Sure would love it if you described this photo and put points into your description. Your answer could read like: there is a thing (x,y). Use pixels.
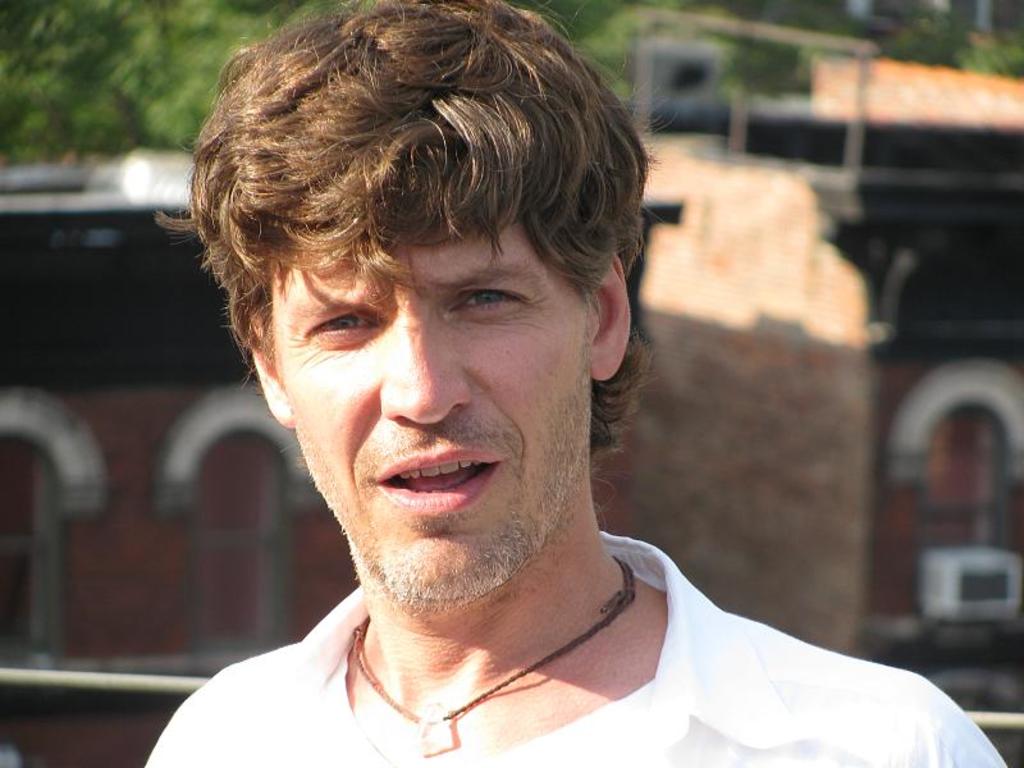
In this image there is a person (404,397), behind the person (463,339) there are trees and buildings (782,268).
